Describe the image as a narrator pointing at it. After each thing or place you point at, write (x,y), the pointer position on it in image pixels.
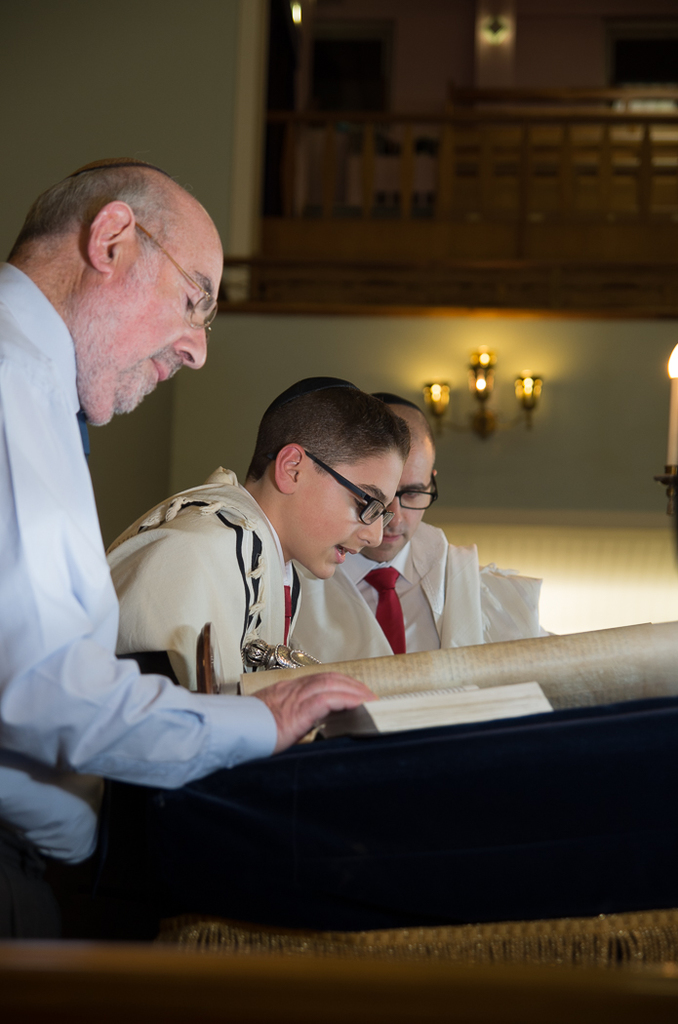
On the left side (103,699) a man (178,697) is reading the book (436,683), he wore shirt (41,537). In the middle (365,505) a boy (186,644) is reading, he wore dress (220,612), spectacles (335,469) and there are lights (476,382) on the wall (464,382) in this image.
